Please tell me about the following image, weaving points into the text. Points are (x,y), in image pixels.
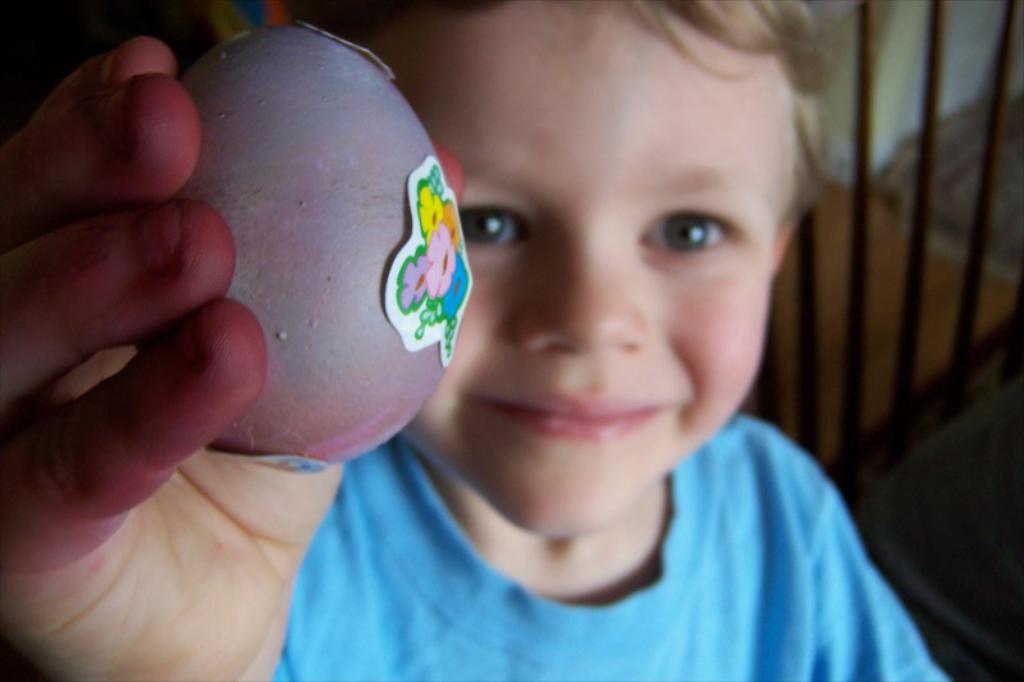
In the picture there is a boy (739,305), he is holding some object (334,253) with his hand (209,256) and the background of the boy (765,143) is blur.
